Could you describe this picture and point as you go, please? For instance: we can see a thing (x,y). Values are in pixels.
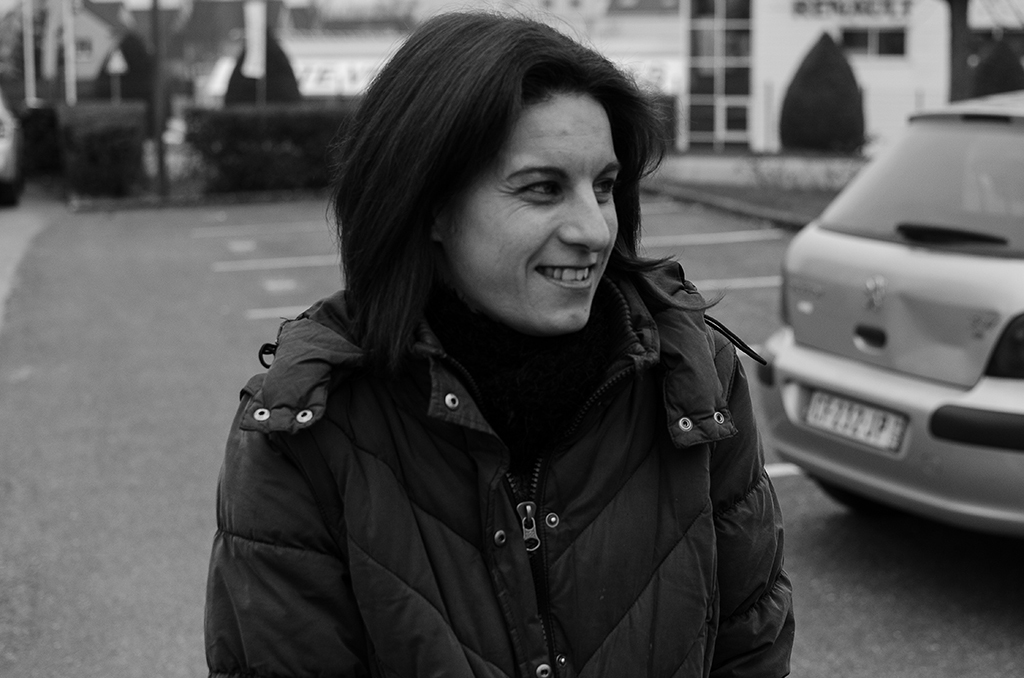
It is a black and white image, in the middle (527,251) a woman (577,472) is there, she wore coat (508,529). On the right side (945,315) a car (948,352) is parked on the road (712,215). At the back side (645,32) there is a house (639,47) in this image.
